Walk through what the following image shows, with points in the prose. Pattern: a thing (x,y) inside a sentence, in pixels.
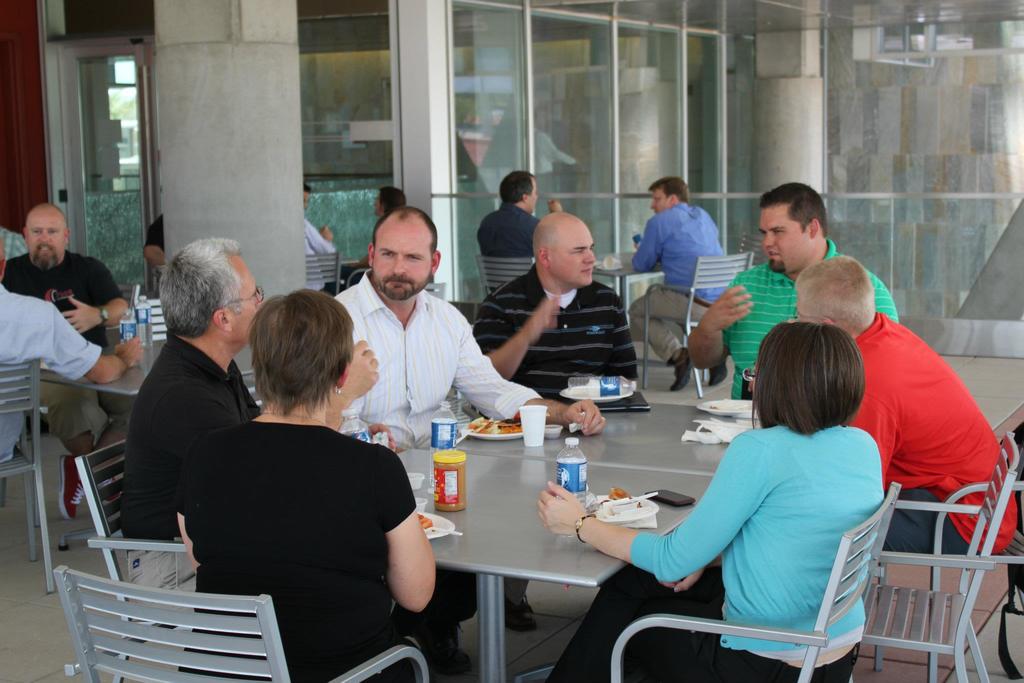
In this picture there are seven members (755,313) sitting around a table (624,468). On the table (624,468) there are bottles (565,465), plate (636,516), spoon (620,504), cup (529,422), jar (439,486), tissue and a laptop (625,407) on it. In the background (8,313) there are some people (33,281) sitting. To the left side (218,137) there is a pillar (172,164). And there are glass doors (490,101).
